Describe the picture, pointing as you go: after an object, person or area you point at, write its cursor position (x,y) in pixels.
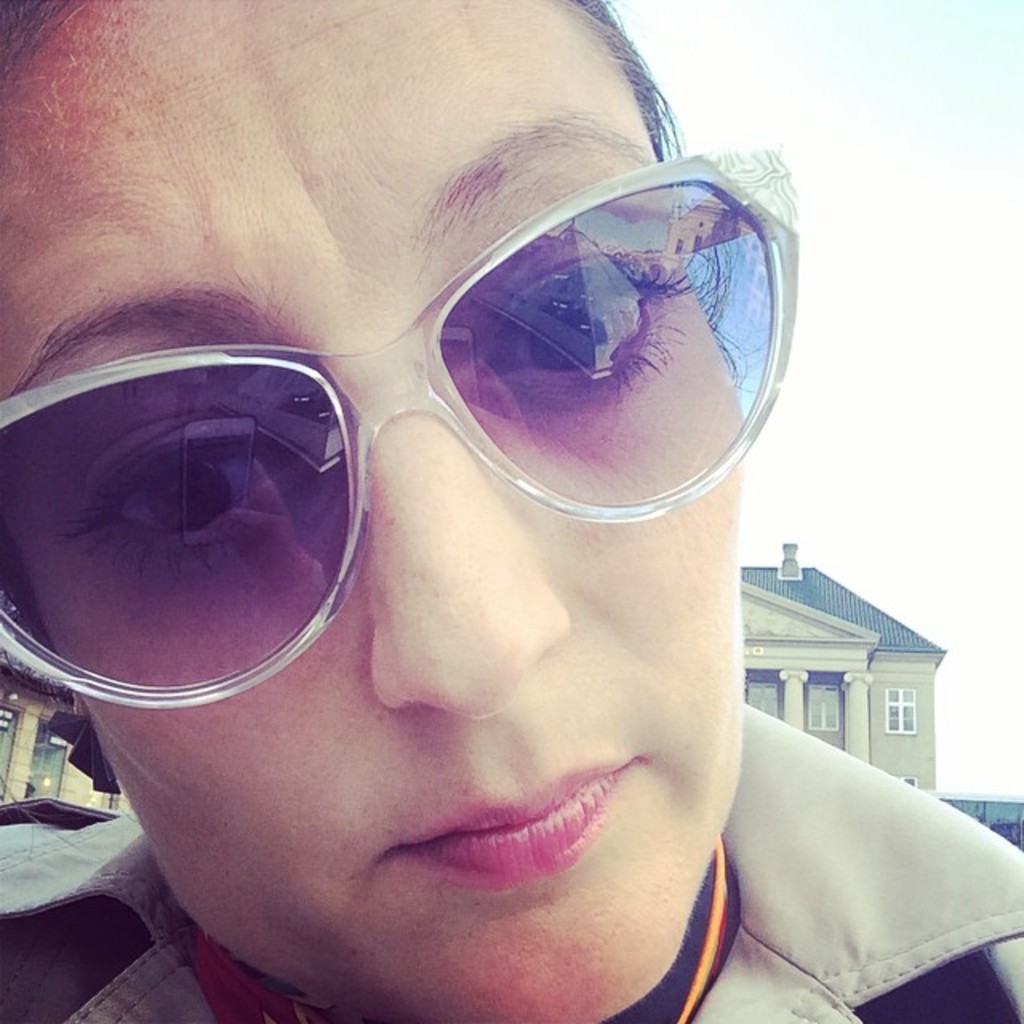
In this picture woman (280,577) wore sunglasses (519,375) and I can see buildings (889,711) in the back (854,614) and a cloudy sky (864,217).
